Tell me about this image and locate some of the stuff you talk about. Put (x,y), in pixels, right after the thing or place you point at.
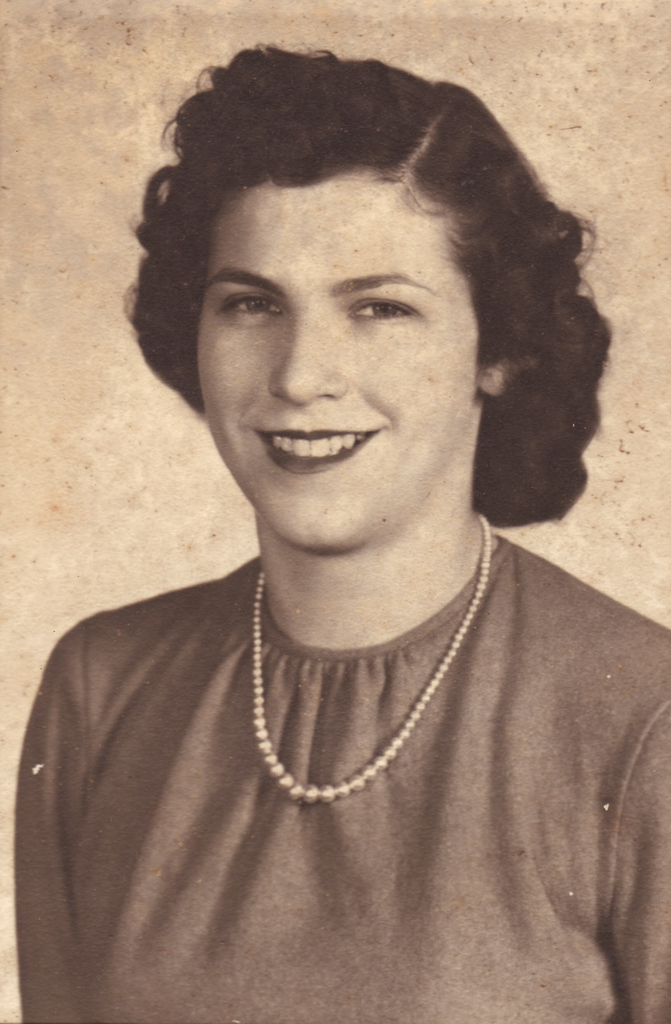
There is a woman (427,575) in the foreground area of the image (287,354).
